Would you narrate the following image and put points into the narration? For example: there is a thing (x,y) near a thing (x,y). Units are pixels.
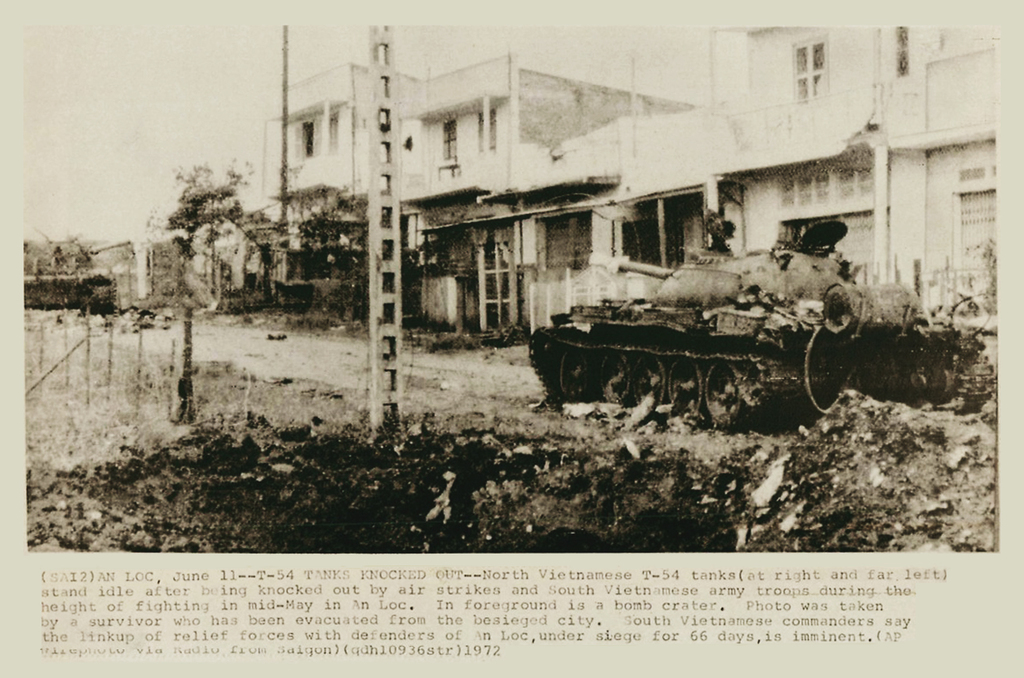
This image consists of a paper (577,268) in which there is a panzer (726,360) along with the buildings (569,224). To the left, there are poles (67,361). At the bottom (366,627), there is a text (247,639).
